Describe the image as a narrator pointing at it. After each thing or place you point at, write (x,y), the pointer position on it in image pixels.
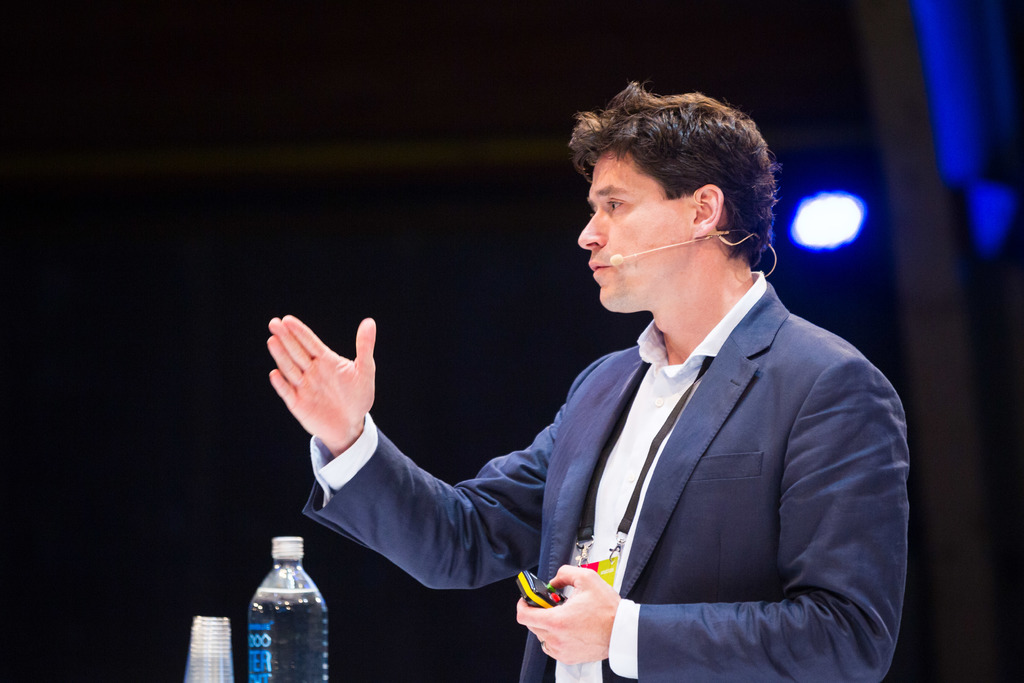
In this picture we can see man (630,427) wore blazer (657,509) holding remote (543,589) in his hand (581,634) and talking on mic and beside to him we can see bottle (250,636) with water (251,619) in it, glasses (222,636) and in background (276,137) we can see light (827,193) and it is dark.
